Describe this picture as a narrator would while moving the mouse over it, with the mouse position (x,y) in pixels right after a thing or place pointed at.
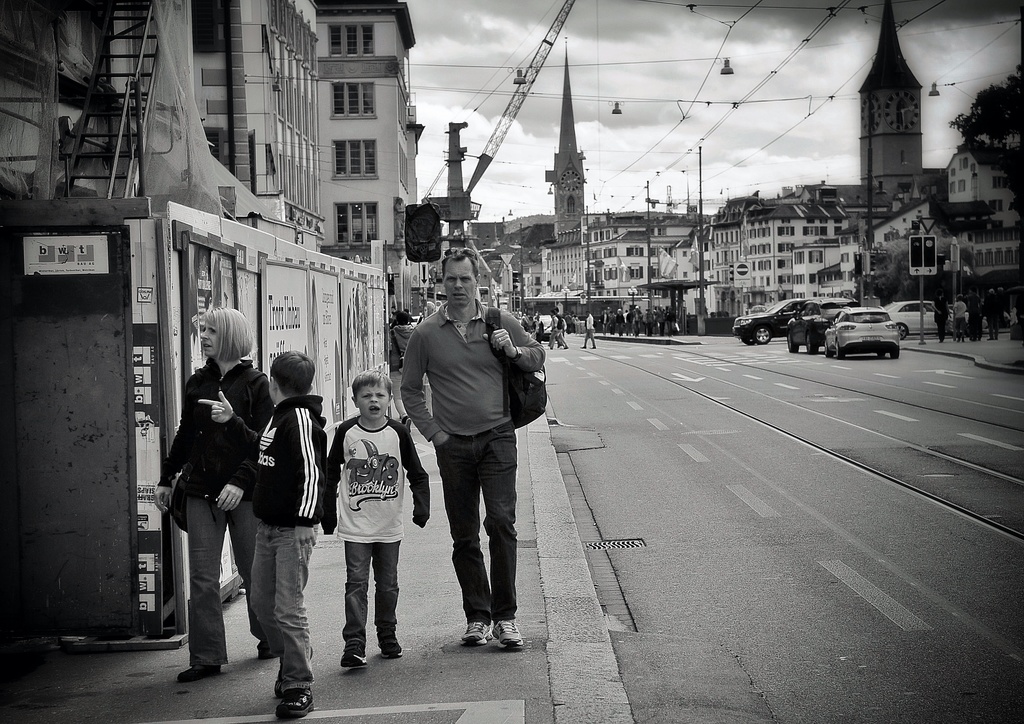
In this picture there are people (341,461) on the left side of the image (243,369) and there are buildings (629,240), towers (575,155), other people (661,330), and cars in the background area of the image (696,208), there are wires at the top side of the image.
